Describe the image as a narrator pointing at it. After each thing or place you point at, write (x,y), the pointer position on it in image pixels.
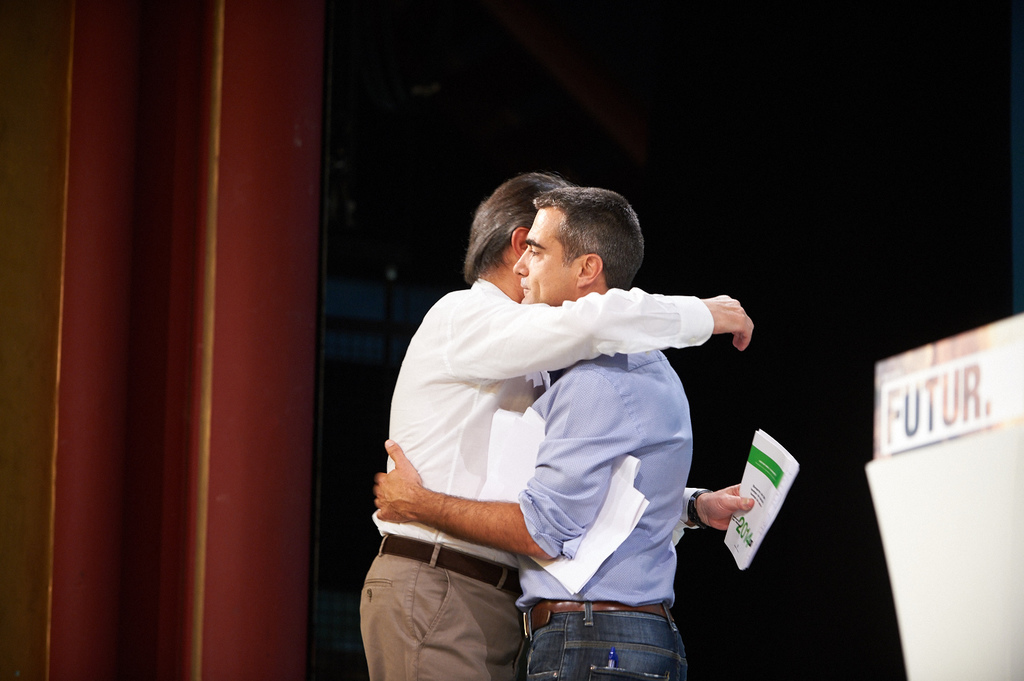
Here in this picture we can see two men (521,371) hugging with each other and both of them are carrying papers (514,429) with them and on the right side (981,398) we can see a lectern (911,376) with something written on it.
